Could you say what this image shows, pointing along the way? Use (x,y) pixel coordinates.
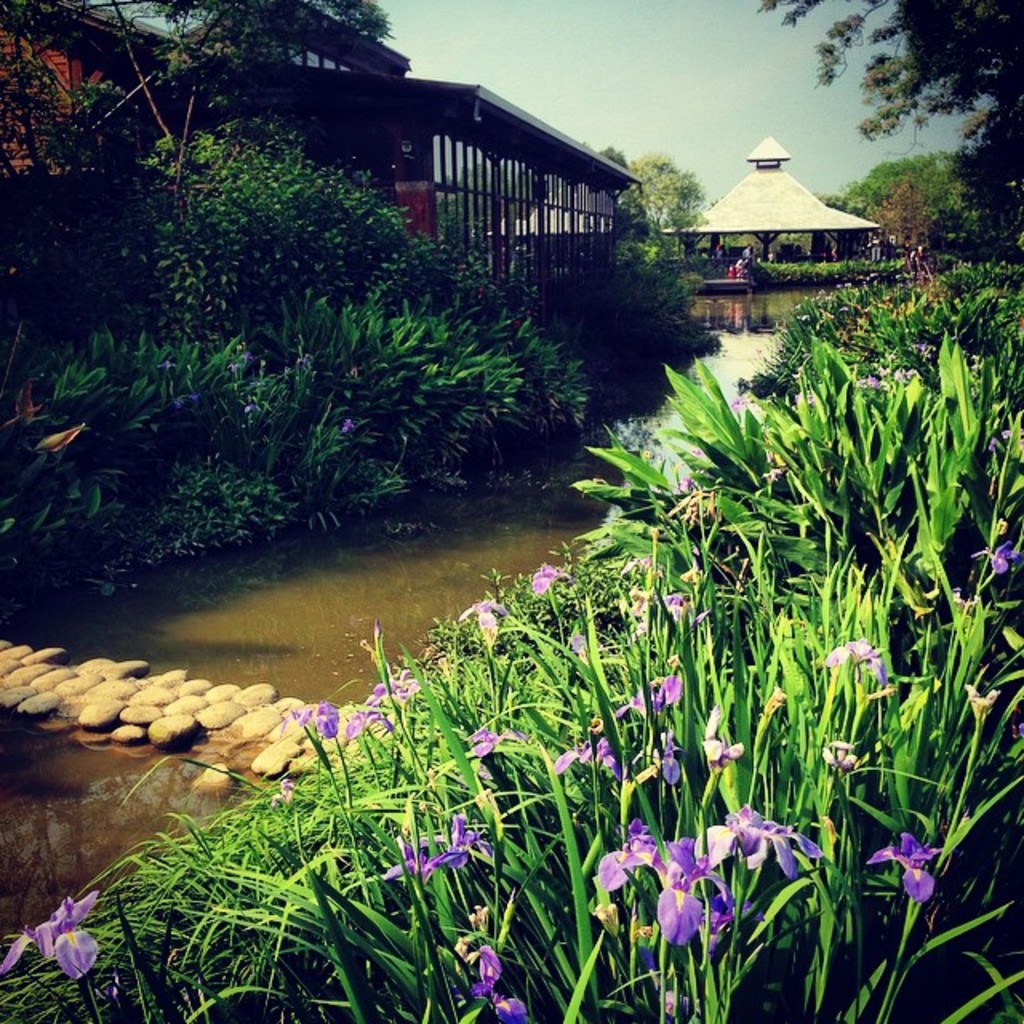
In the picture I can see house (182,111) beside the house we can see water flow (468,557), rocks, flowers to the plants (412,342) and some trees (923,190).
